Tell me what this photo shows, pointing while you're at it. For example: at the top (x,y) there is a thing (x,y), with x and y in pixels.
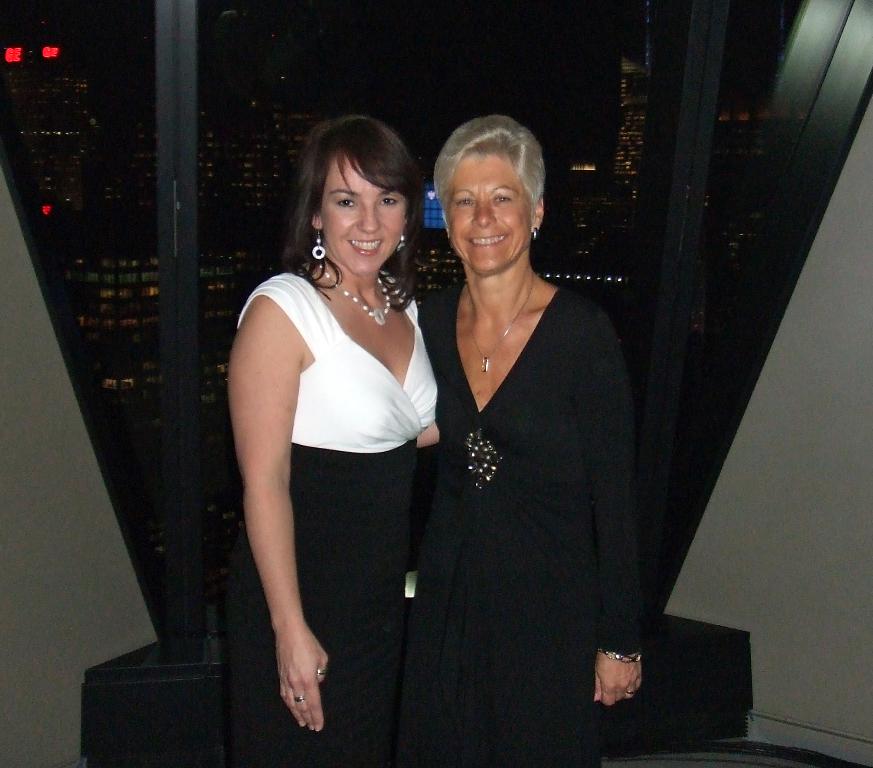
In this picture we can see two women (337,434) standing and smiling. There are glass objects (632,338). Through these glass objects (33,92), we can see buildings (79,179) and lights (44,210).
